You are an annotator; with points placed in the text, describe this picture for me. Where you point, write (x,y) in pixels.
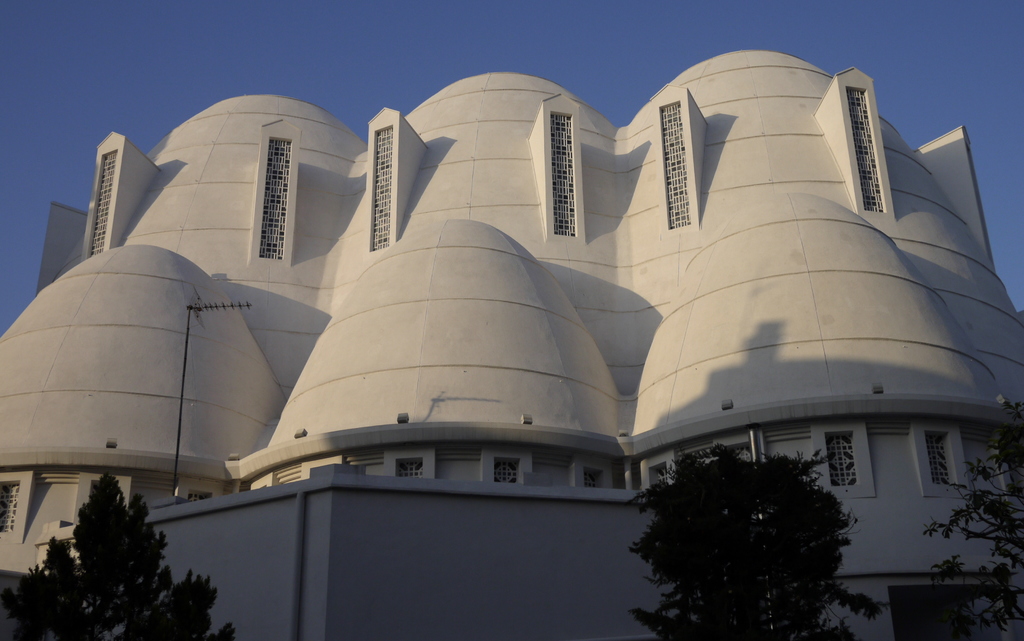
In this picture we can see a building (345,335), there are some trees (996,568) at the bottom (80,592), there is the sky (523,33) at the top of the picture (486,33).
